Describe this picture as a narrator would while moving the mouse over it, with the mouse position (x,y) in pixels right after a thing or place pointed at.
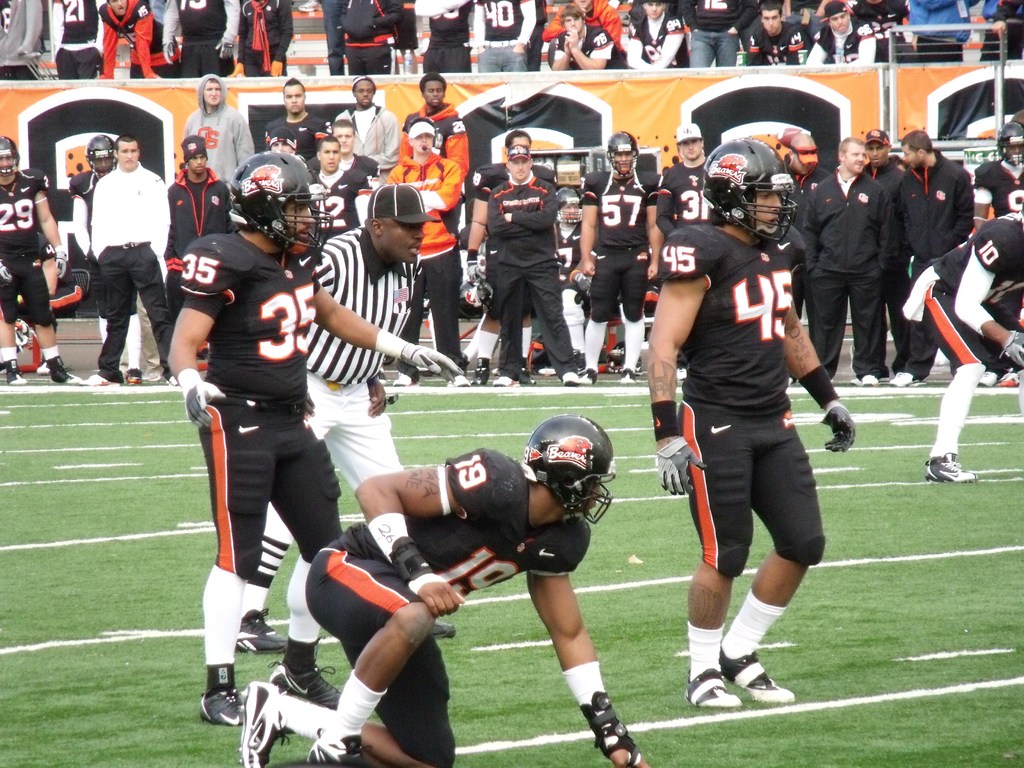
There are groups of people (491,168) standing. Here is a person (421,664) sitting in squat position. This looks like a hoarding (112,120). I think this is a ground (618,436).
